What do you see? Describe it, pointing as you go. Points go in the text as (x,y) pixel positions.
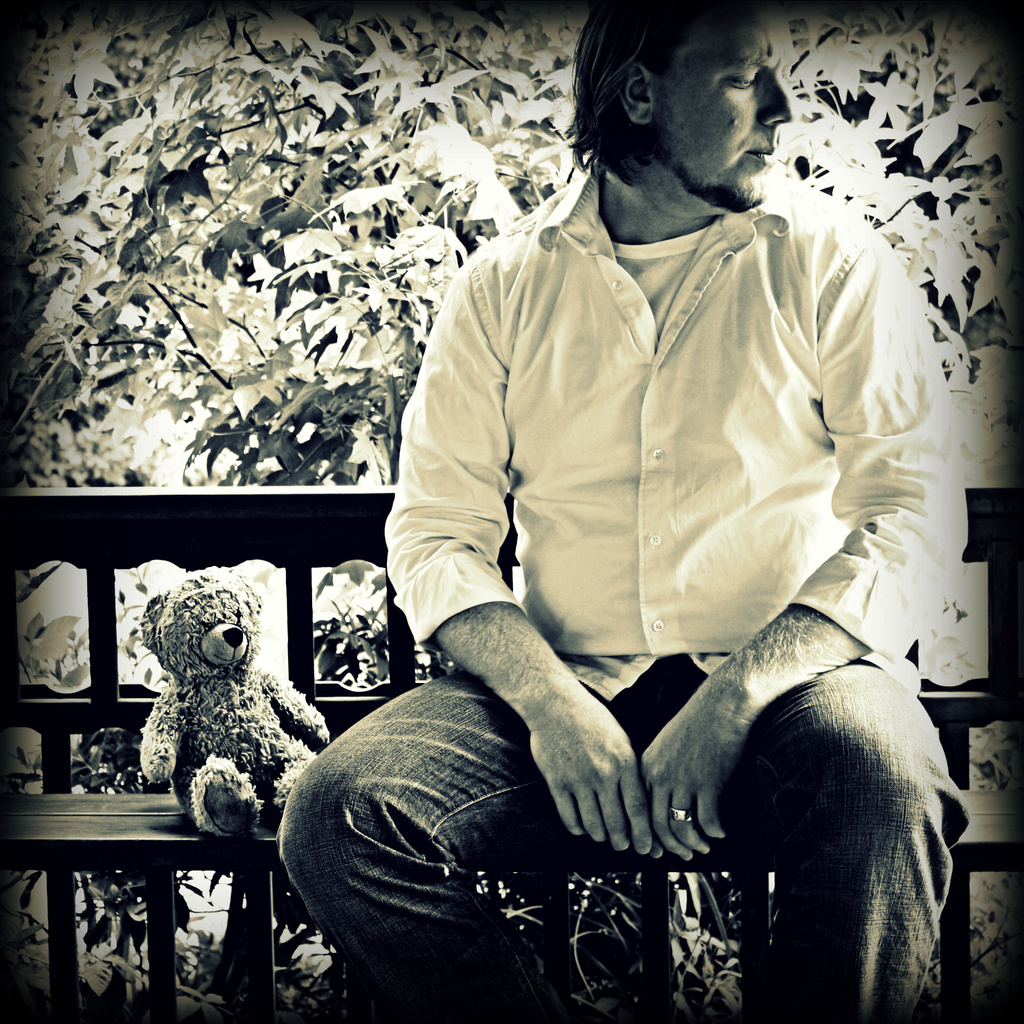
In this image I can see the person (858,724) is sitting on the bench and I can also see the teddy bear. In the background (366,242) I can see few plants (325,250).
